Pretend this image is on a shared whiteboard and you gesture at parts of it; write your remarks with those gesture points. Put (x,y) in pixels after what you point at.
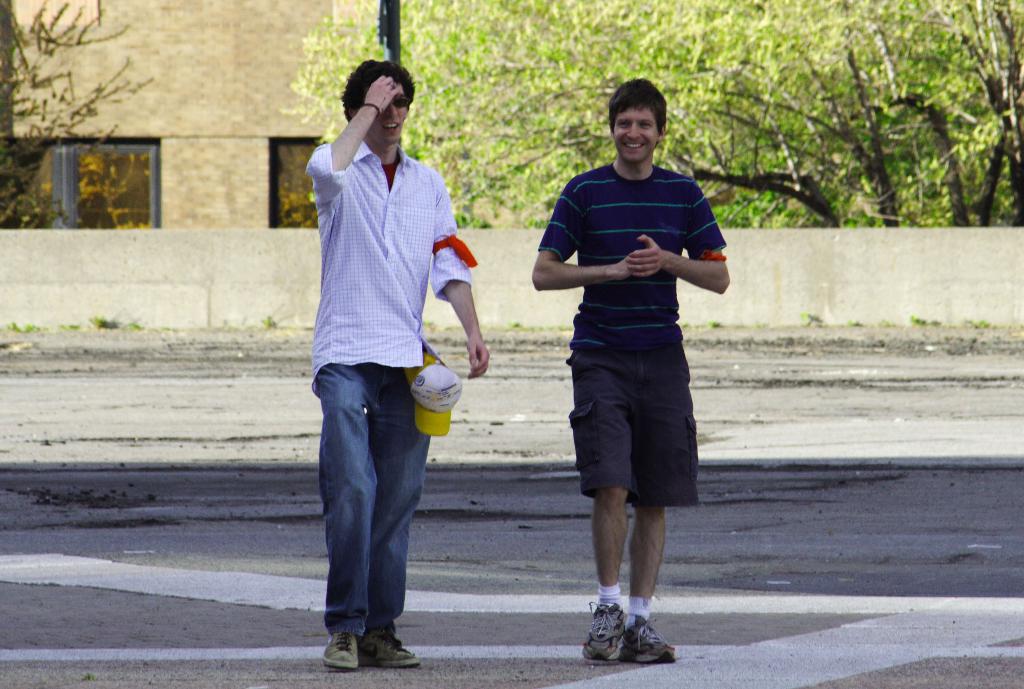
In this image there are two persons (619,449) walking on a road (750,573), in the background (37,259) there is a wall (743,242), trees (569,139) and a building (113,52).
